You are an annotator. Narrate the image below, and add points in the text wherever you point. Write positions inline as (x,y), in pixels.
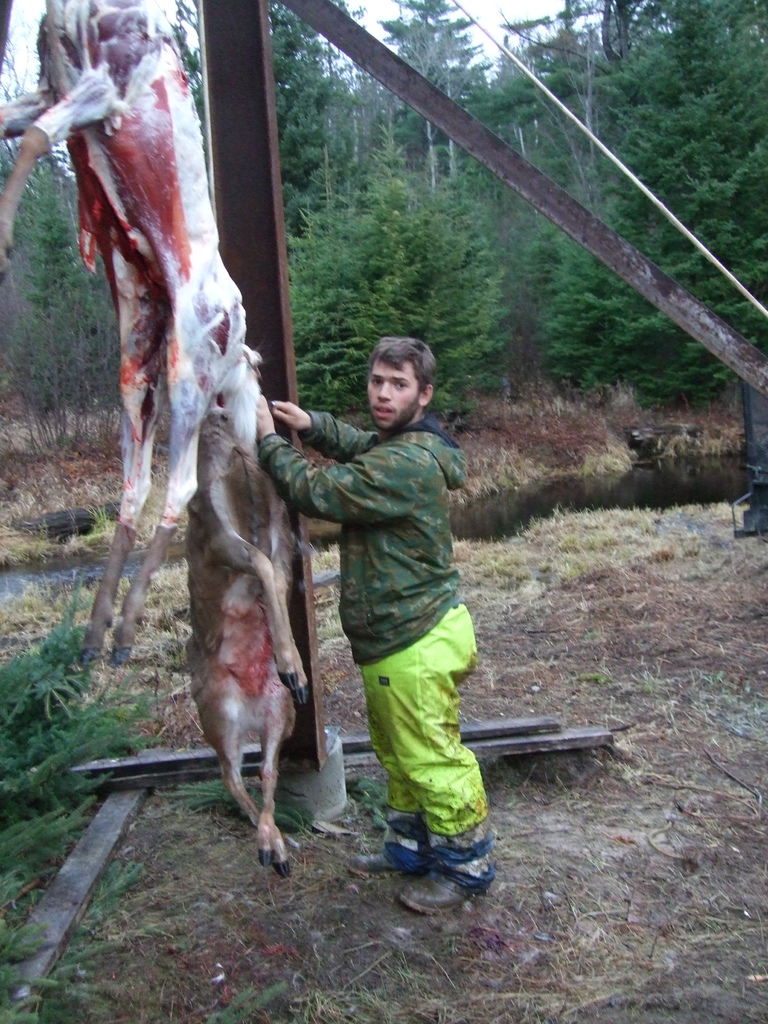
In the picture I can see a person (406,409) wearing jacket (409,643), green pant (424,720) and shoes (457,861) is standing on the ground (210,783). Here we can see meat (101,3) of an animal (148,341) is hanged on the left side of the image (133,420). Here we can see iron stands (236,102), dry grass (54,460) and trees (522,276) in the background (348,321).
